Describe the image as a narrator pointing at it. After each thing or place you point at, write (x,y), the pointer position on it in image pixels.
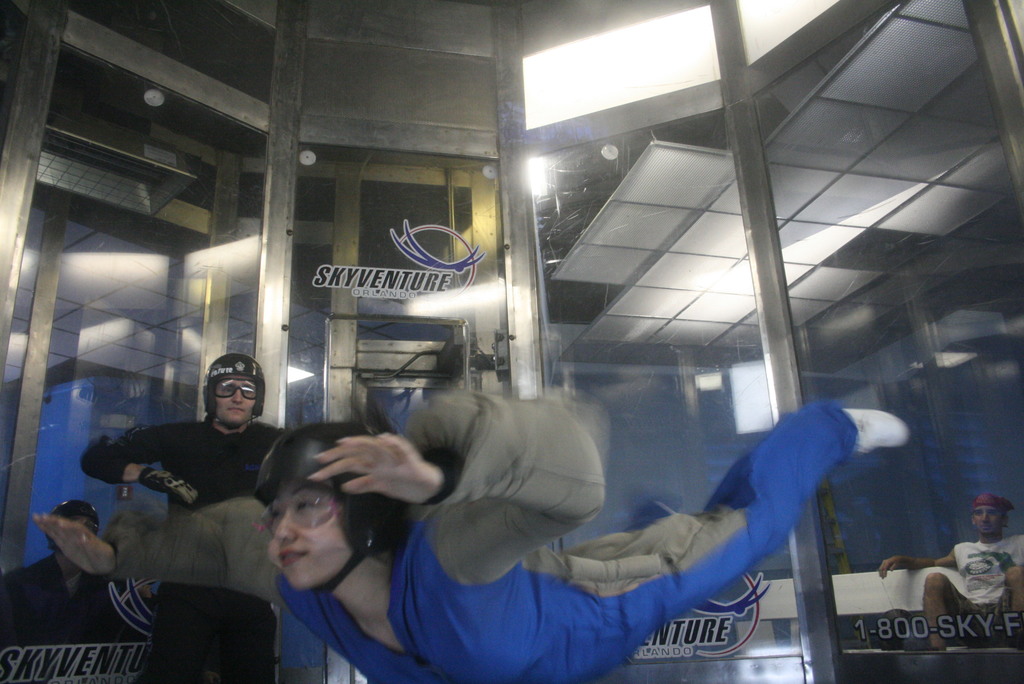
In this image, we can see people (601,443) and are wearing coats (434,523) and some are wearing helmets (322,443) and one of them is wearing gloves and we can see some text (72,669) and logos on the glass doors (301,311) and there are lights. At the top (644,217), there is a roof (654,297).
